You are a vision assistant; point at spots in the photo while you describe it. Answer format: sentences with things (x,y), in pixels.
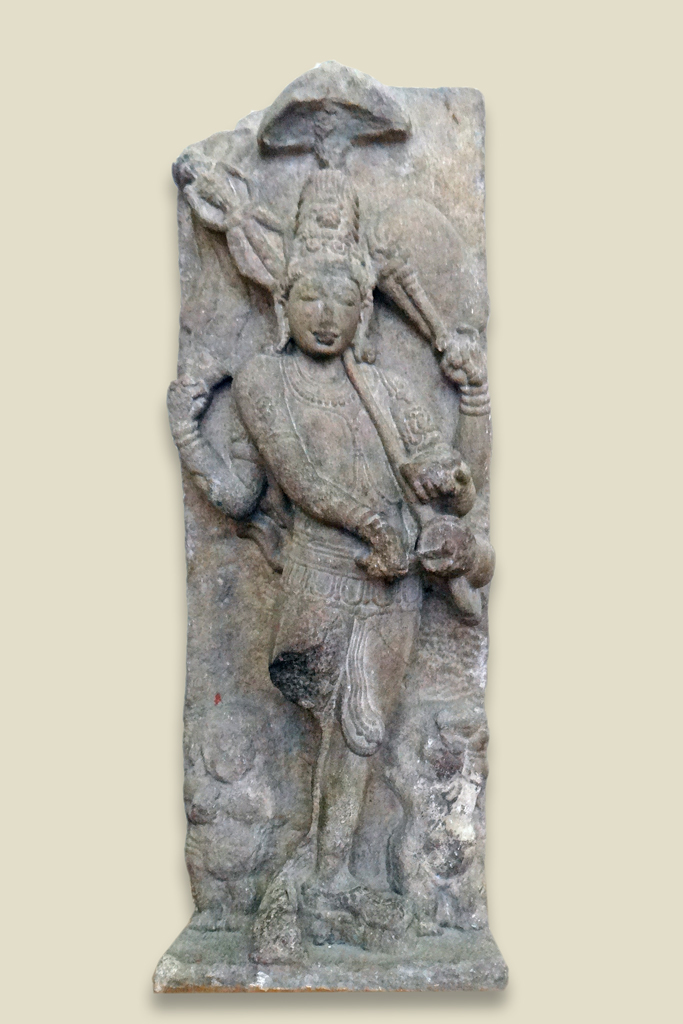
In the middle of the image (360,477) there is a sculpture (339,248). In this image the background (110,109) is cream in color.
